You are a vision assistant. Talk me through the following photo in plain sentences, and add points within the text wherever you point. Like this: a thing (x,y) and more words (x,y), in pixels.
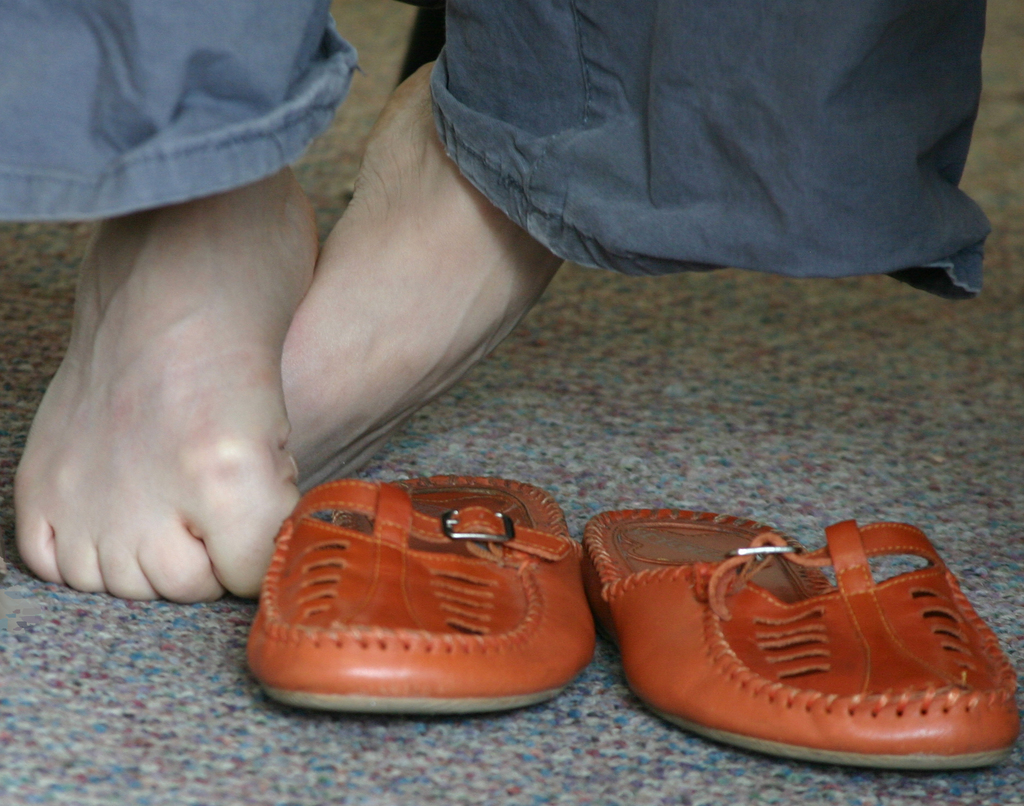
In this image I can see legs (282,374) of a person (215,397) and here I can see brown colour slippers (487,605).
